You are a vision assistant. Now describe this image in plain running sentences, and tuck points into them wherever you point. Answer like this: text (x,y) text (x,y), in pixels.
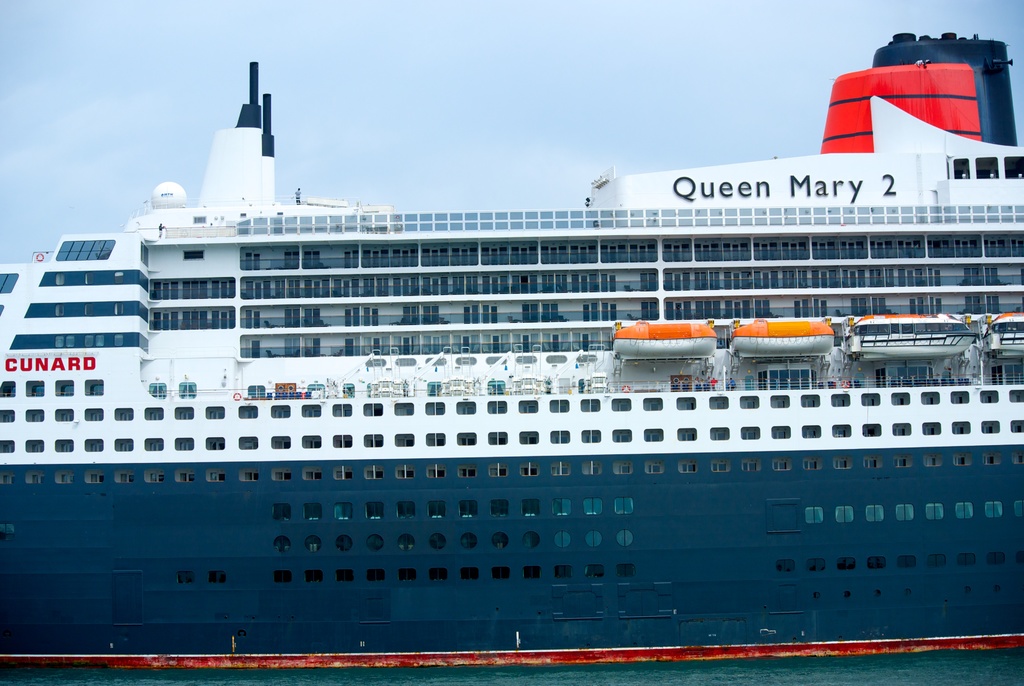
In this image we can see the cruise (816,226) on the ocean (178,676) and there is a text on it. At the top (761,86) we can see the sky (32,139).
